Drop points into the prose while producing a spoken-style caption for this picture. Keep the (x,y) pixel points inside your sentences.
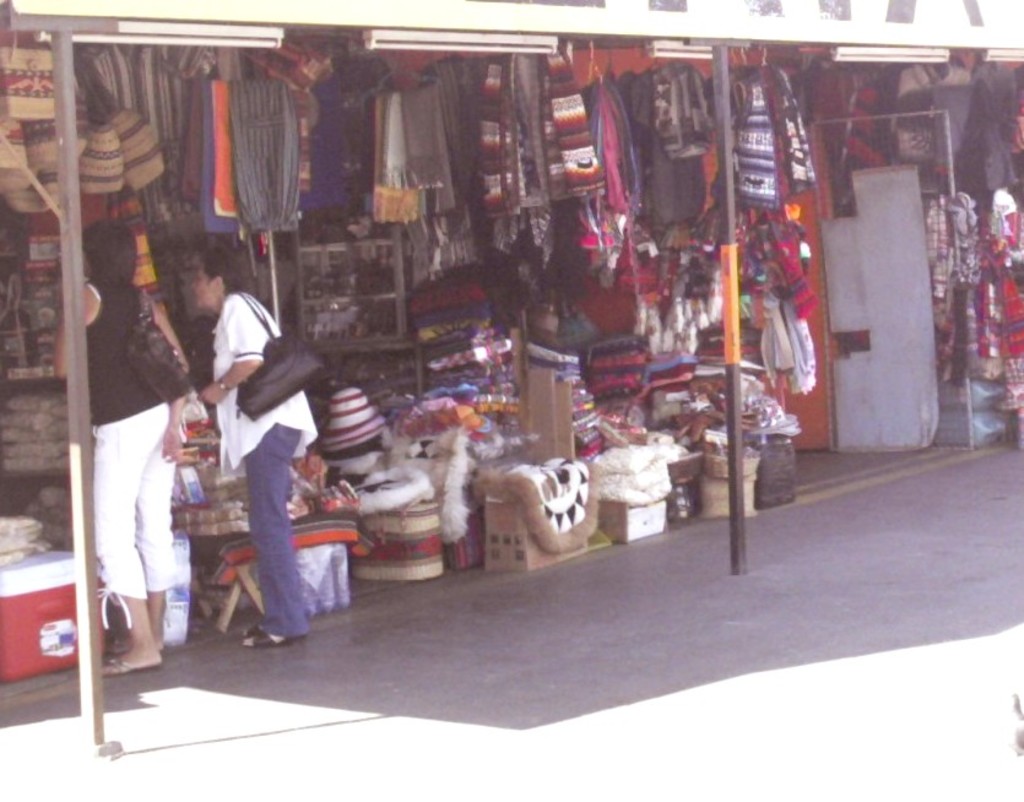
In this picture there are stalls (475,310) in the image and there are two ladies (171,413) on the left side of the image (96,280).
